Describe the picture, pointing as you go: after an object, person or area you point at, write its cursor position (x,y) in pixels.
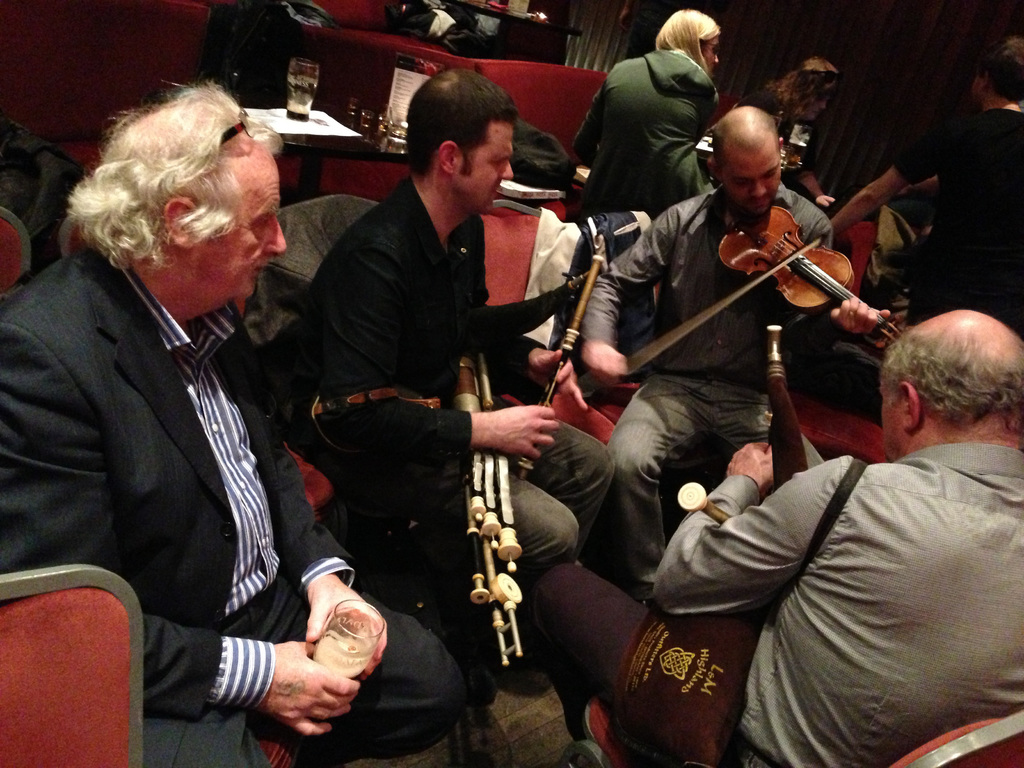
In the image there are many persons (635,423). In the middle (682,322) a man (699,352) is playing violin (766,241) he is wearing a shirt (678,252), trouser (676,418). In the right (839,581) a man (839,581) is sitting on the chair (940,737) he is wearing a shirt (795,654), trouser (622,635) and bag (673,677) to the left (166,454) there is a man (136,444) he is wearing suit (94,331), shirt (228,479) and he is holding a glass (335,648) in his hands (307,655). In the middle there is a table (324,147) on the table (348,138) there is a glass (298,106) with drink (301,115) and paper (296,124). In the middle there is a woman (640,110) she is wearing a jacket (648,143).
